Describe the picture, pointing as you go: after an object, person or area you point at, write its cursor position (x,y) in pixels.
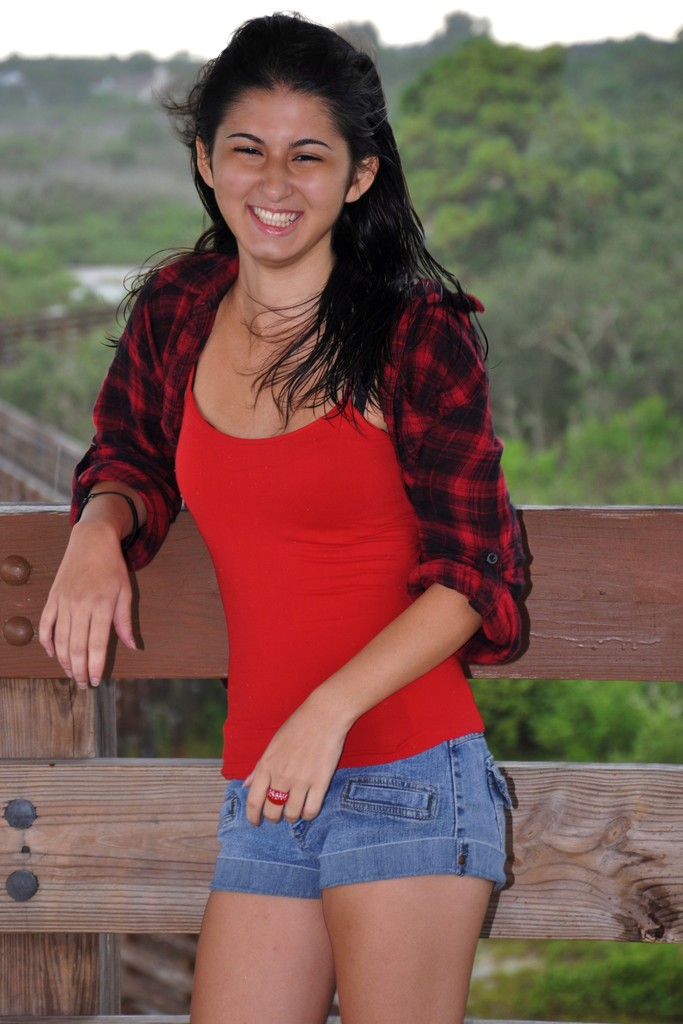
In the center of the image (440,551) we can see a woman (342,549) standing and smiling. We can also see the wooden fence (565,781). In the background (538,348) we can see the trees (517,230) and also the sky (134,36).
